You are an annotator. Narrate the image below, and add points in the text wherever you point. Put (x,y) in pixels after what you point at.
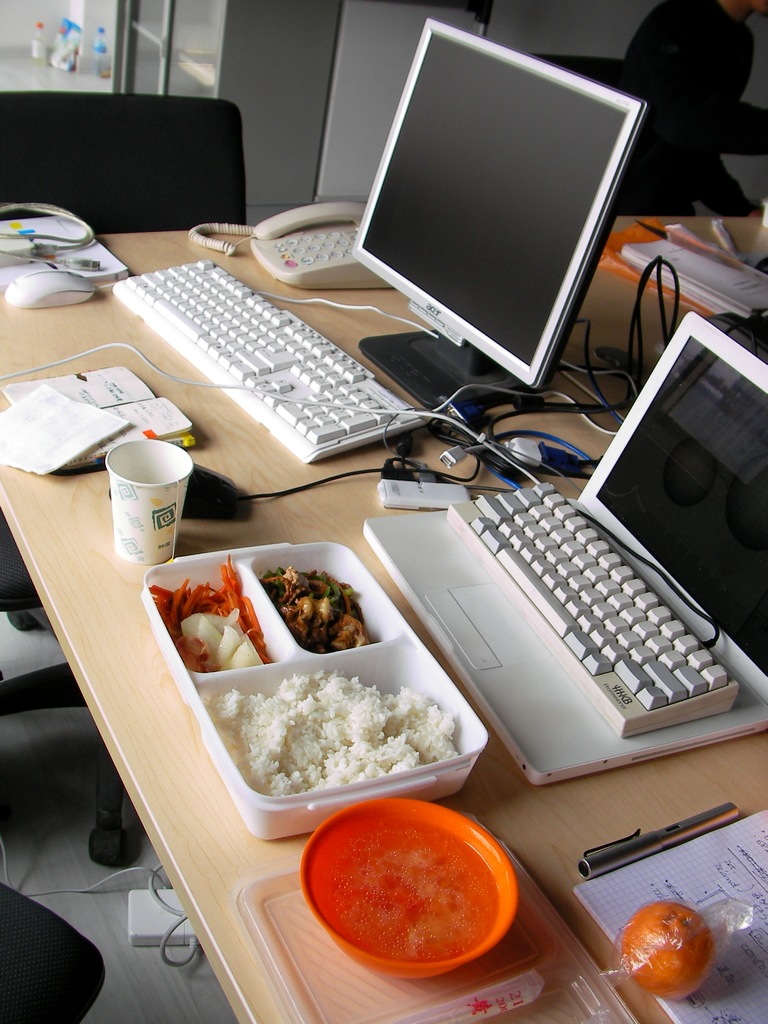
In the picture we can see a table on the table (436,459) we can see a computer (578,211) with keyboard (248,402), wires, and another computer (735,375) with keyboard (510,532) and we can also see a food box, bowl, fruit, pen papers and telephone (319,249). There is a chair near to it.
